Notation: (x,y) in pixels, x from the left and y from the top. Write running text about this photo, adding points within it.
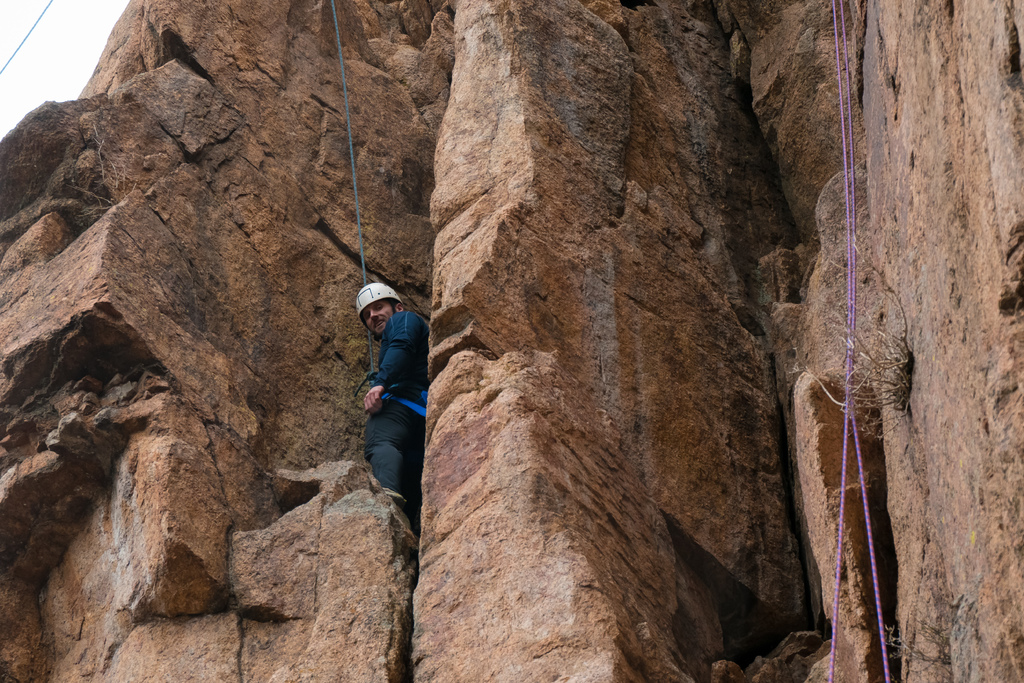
In this image we can see a mountaineer (378,401) who is wearing helmet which is white in color and he is tied with a rope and there are some ropes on left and right side of the image (840,118) and there is rock (625,483).
